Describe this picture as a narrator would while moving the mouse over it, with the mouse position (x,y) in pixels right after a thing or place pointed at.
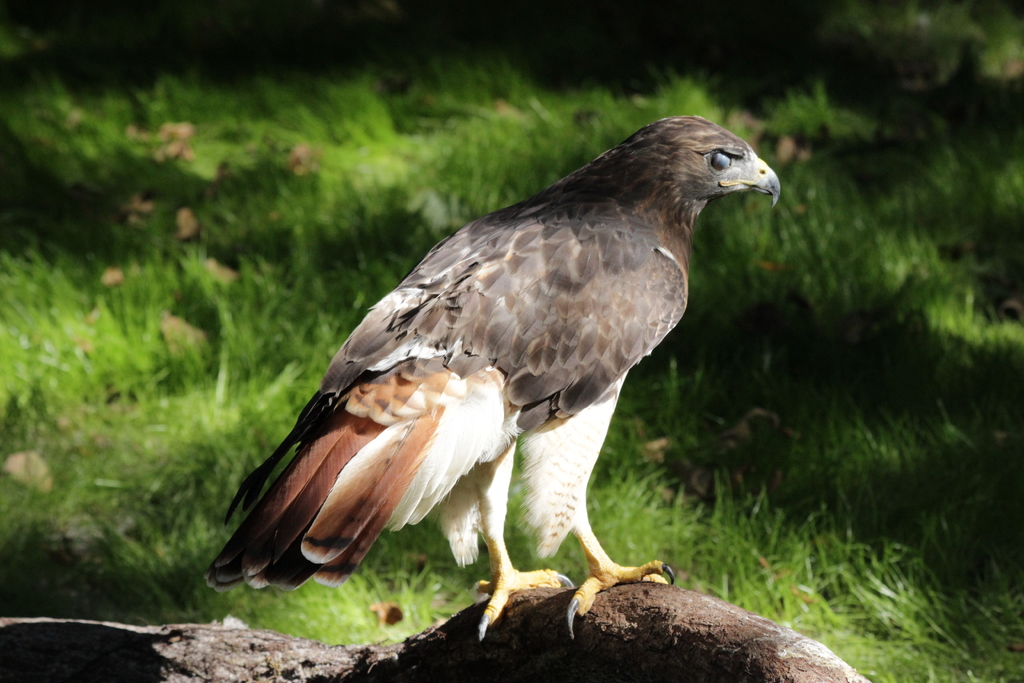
In this picture we can see a bird (333,572) on a tree branch (597,609) and in the background (106,350) we can see grass (683,395).
